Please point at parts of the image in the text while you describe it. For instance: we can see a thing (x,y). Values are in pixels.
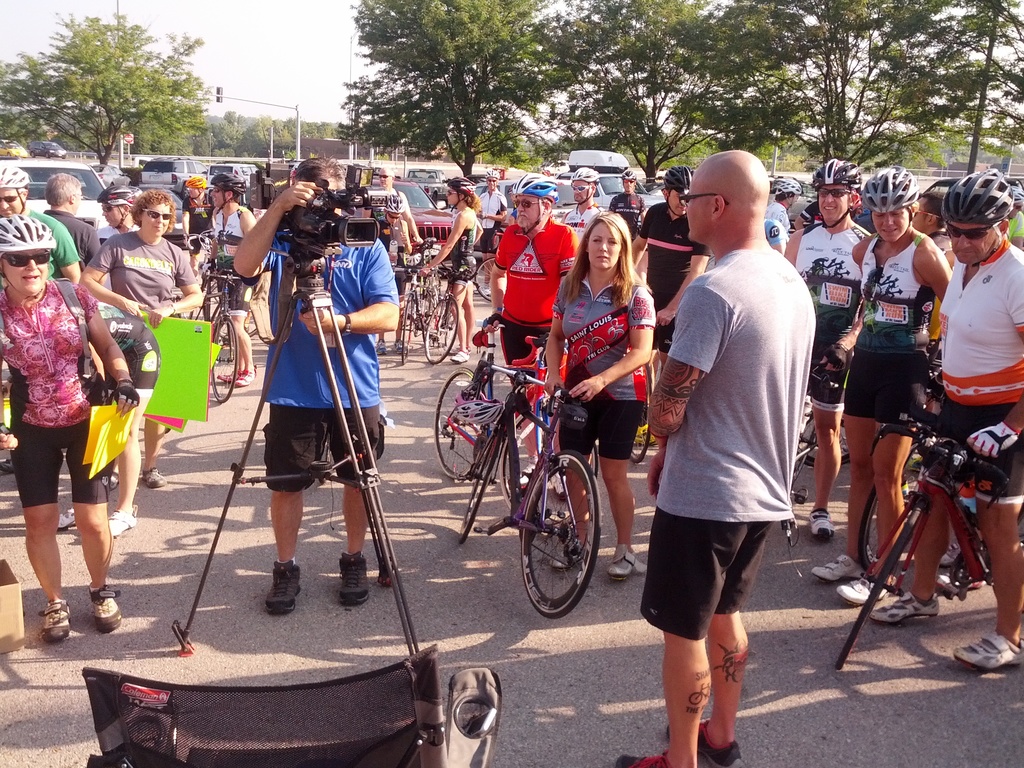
In the image we can see there are many people (795,297) standing, they are wearing clothes (797,355) and some of them are wearing helmet (883,199), goggles (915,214), gloves (995,442) and shoes (845,560). This is a video camera (342,241) and a stand (354,448). There are the bicycles (540,531) and there are many vehicles (43,178) and trees (674,84). This is a pole (296,137) and a white sky (288,78).
